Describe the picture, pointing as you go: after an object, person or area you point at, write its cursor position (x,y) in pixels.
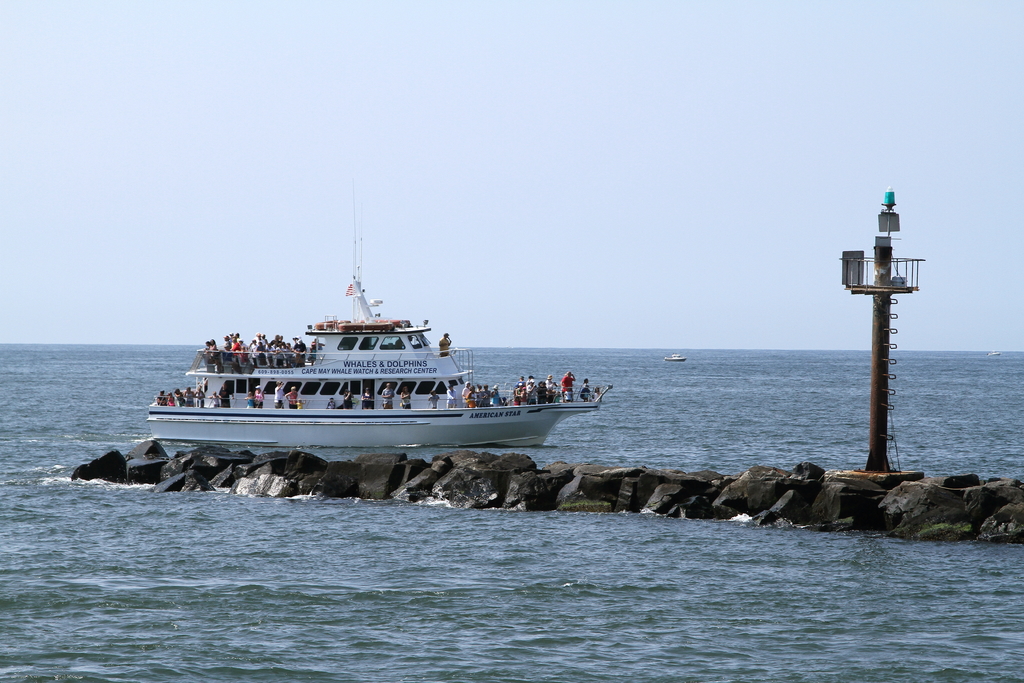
In this image I can see the water (240,584), few rocks (143,470) which are black in color on the surface of the water (221,593), a metal pole (894,211) and a ship (428,433) which is white in color on the surface of the water (439,451). I can see number of persons (292,404) on the ship (383,379). In the background (558,204) I can see the sky (667,149), the water (864,386) and a boat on the surface of the water (680,374).
